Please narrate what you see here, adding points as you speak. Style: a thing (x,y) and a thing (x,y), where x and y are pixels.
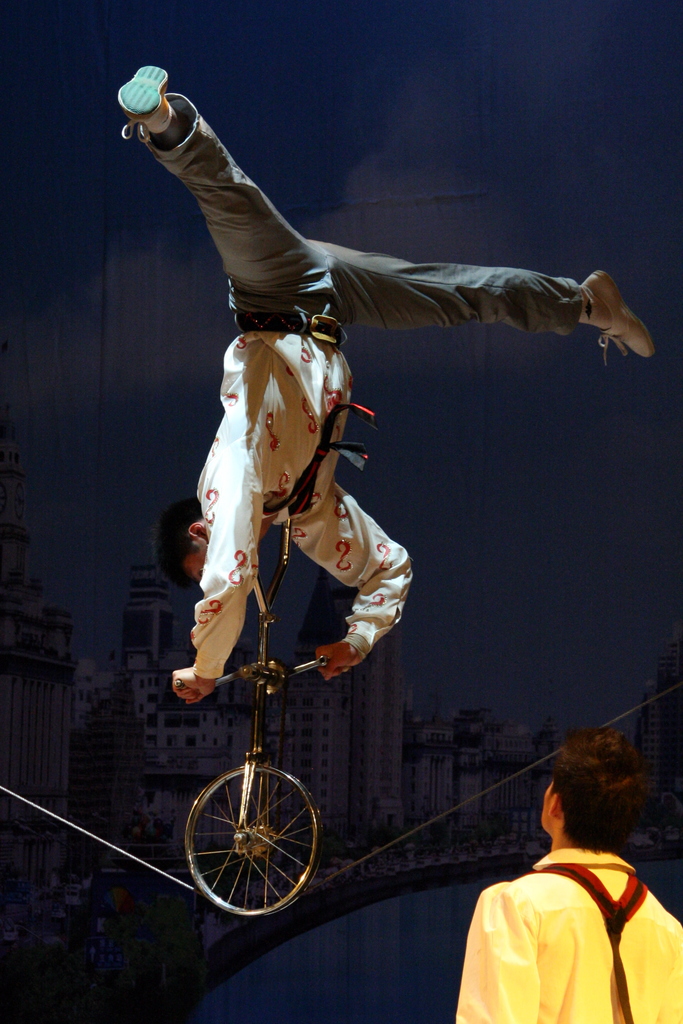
As we can see in the image there is a bicycle (247,822) and two people (547,944). In the background (393,695) there is a building (396,777). The image is little dark.
